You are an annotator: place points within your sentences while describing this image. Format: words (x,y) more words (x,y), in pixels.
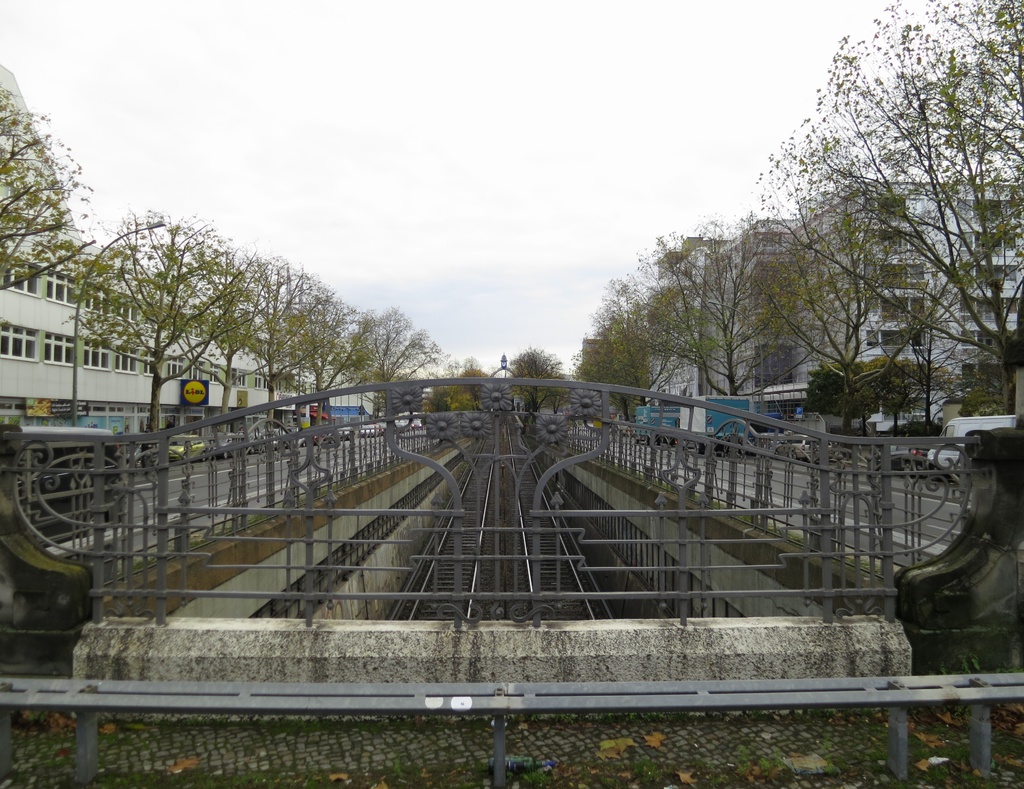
In this image at the bottom (178,543) there is a fence (85,489) and wall (126,642), on the right side (788,358) and left side (338,367) there are some buildings (955,331), trees (1002,305) and some vehicles (944,452), on the top of the image (303,183) there is sky (468,212).
